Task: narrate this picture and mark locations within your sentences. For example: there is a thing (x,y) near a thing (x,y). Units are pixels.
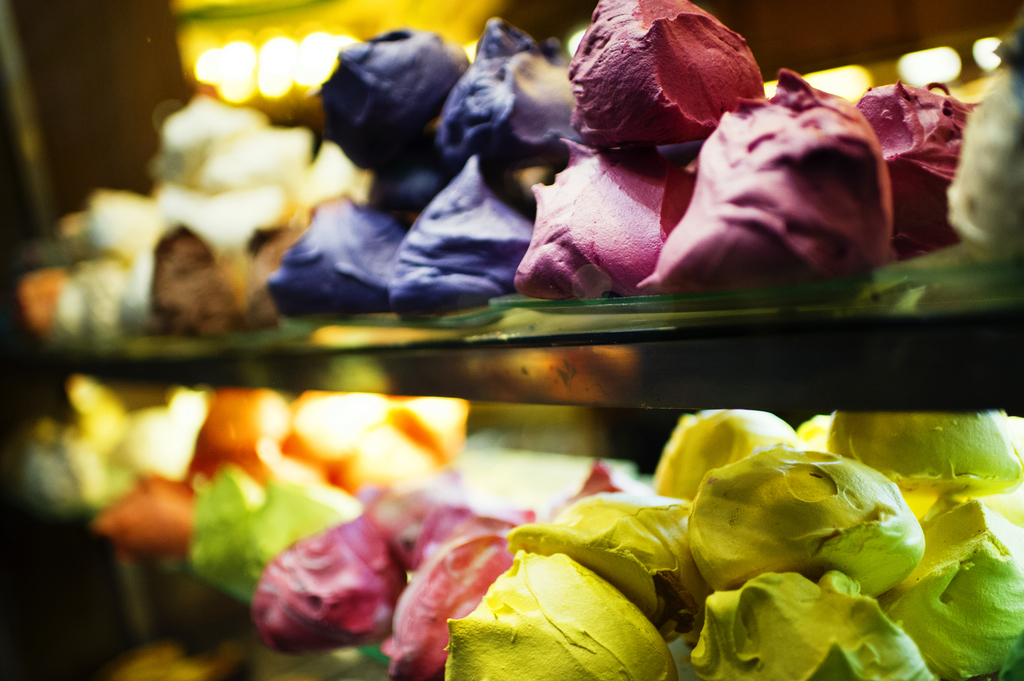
In this picture there are colorful meringues (967,530) in the image.
